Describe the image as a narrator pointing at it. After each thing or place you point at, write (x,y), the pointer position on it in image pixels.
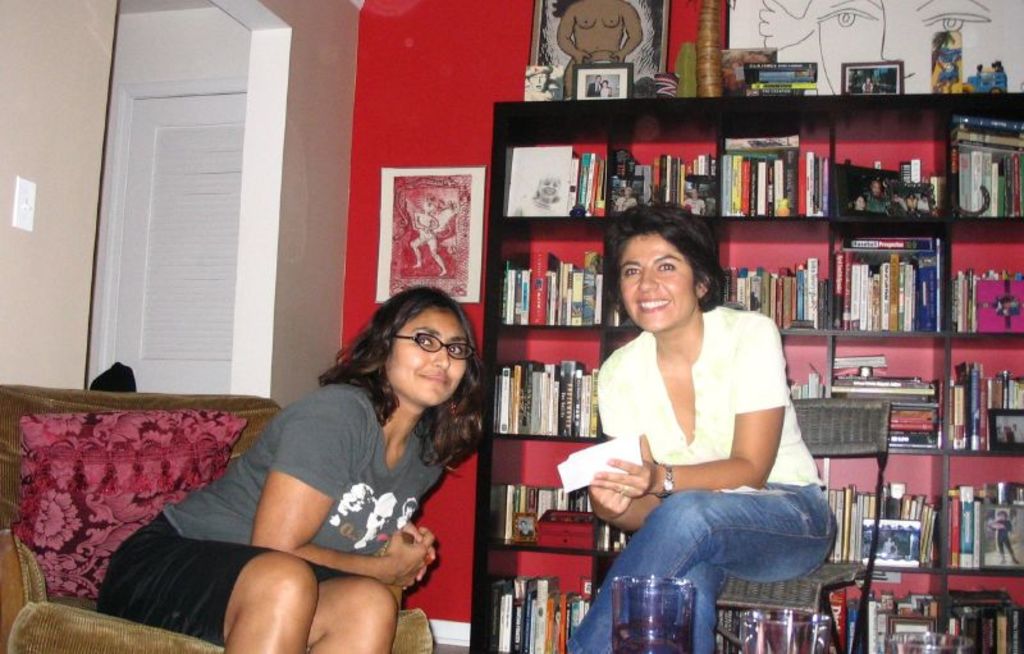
There are two women (143,552) sitting on chairs (45,390) and in the background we can see books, posters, wall (28,295).
